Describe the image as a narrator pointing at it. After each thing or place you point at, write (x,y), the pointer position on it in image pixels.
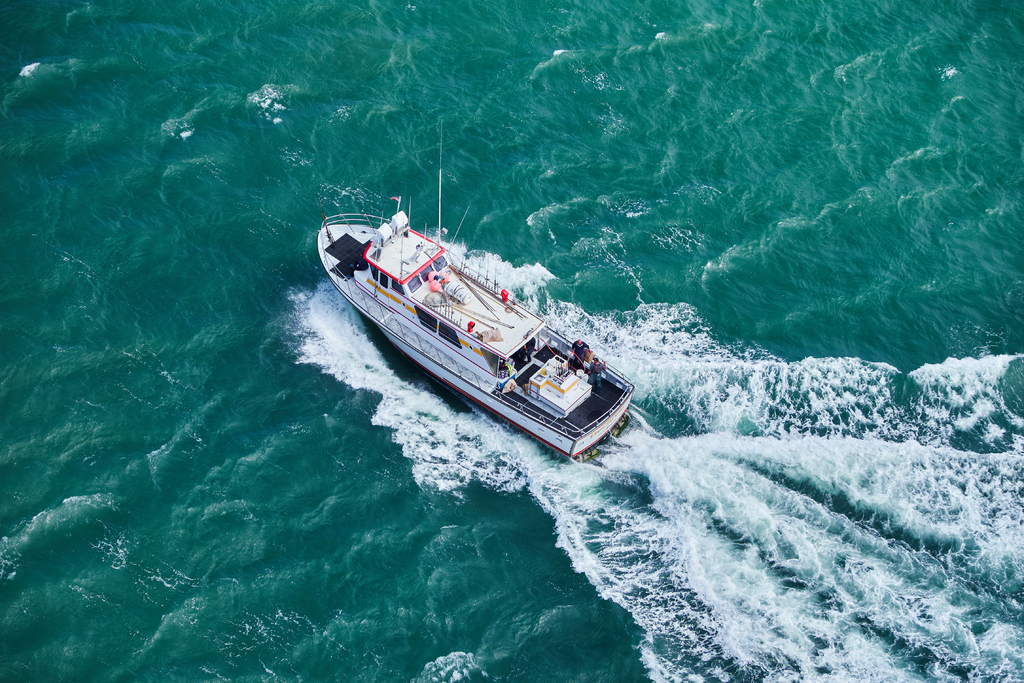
In this picture, I can see a boat (491,404) in the water (589,143).
